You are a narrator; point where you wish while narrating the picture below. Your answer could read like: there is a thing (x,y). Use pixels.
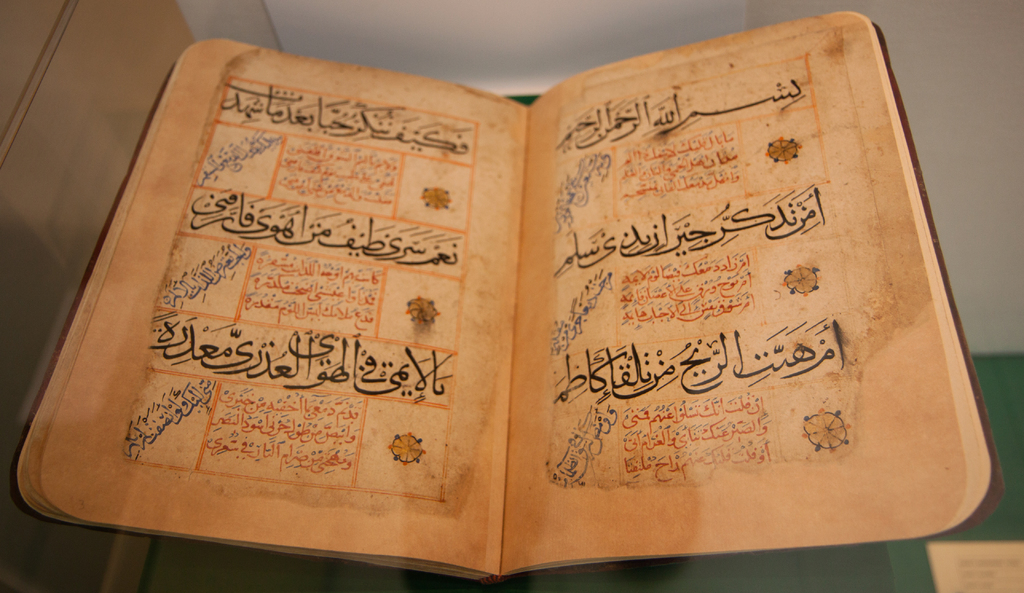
In this picture I can see a book (660,301) and text (663,251) on the papers (532,265) and I can see a white color background (519,68) and It looks like a paper (954,547) with some text (980,564) at the bottom right corner of the picture (972,559).
